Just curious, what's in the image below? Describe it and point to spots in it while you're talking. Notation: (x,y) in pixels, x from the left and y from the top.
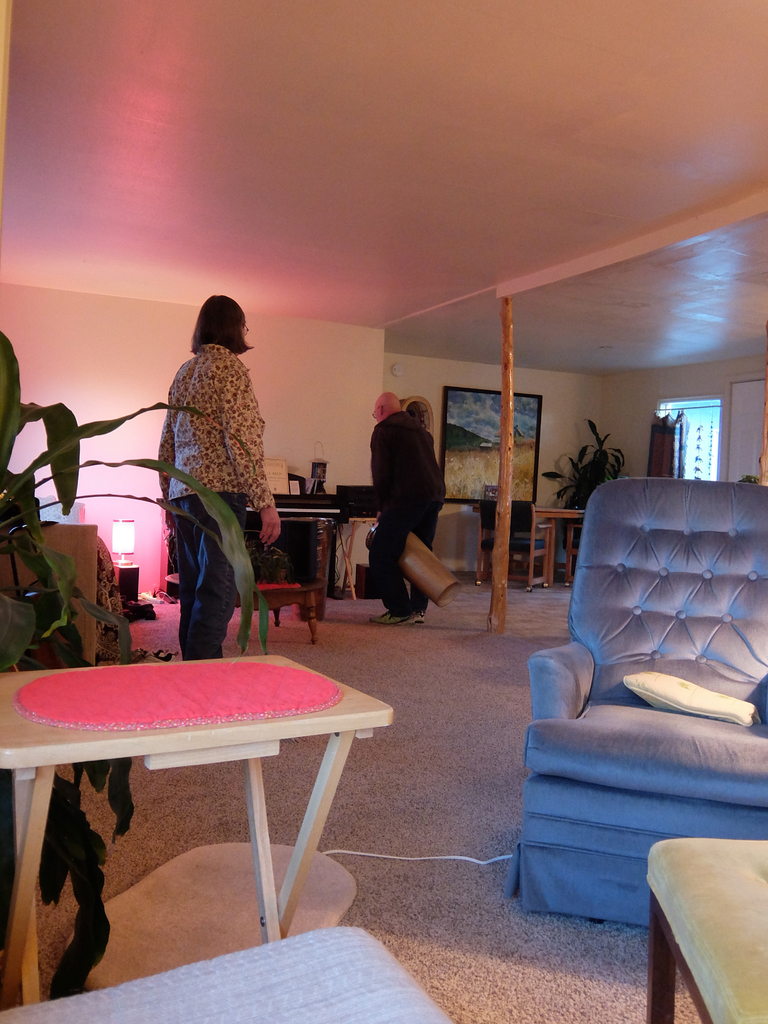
On the right side of the image (562,718) we can see chair (592,707), table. On the left side of the image (41,750) we can see plant (10,419), table (169,739), mat (140,701) and person (235,361) standing on the ground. In the background (457,407) we can see person (381,480), photo frame (481,465), windows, plants (596,462), table (551,513), chair (524,523) and wall (439,393).
